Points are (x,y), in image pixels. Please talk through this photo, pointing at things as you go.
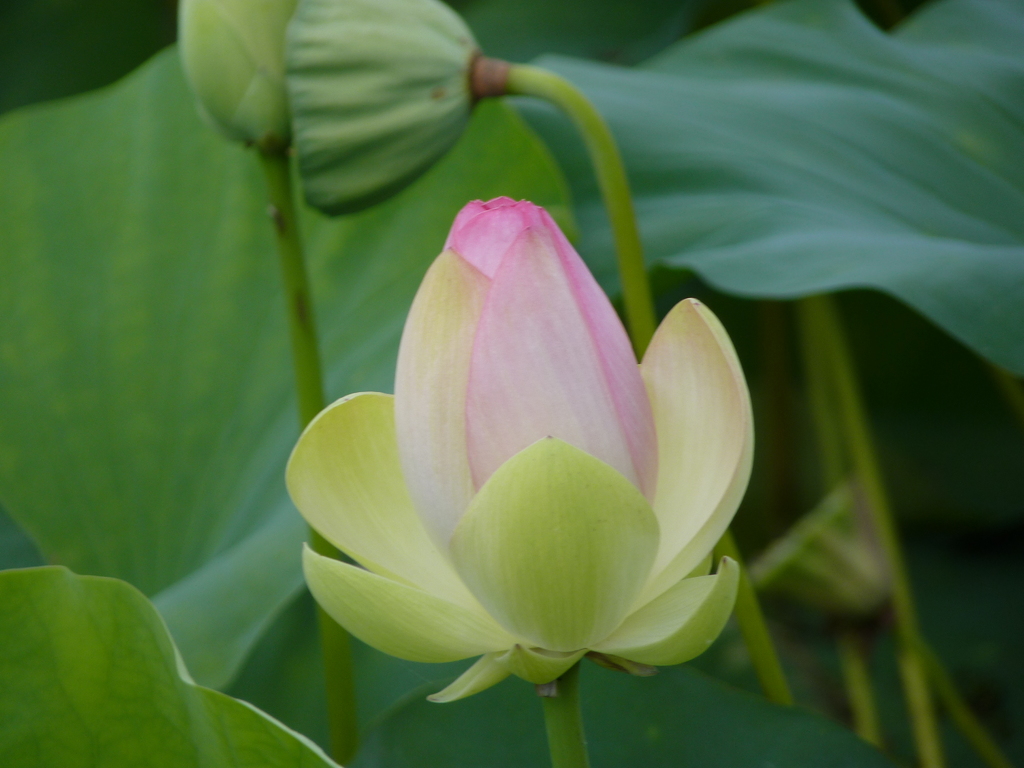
There is a plant (571,748) having flower (672,437). In the background (601,244), there are green color leaves (331,342).
